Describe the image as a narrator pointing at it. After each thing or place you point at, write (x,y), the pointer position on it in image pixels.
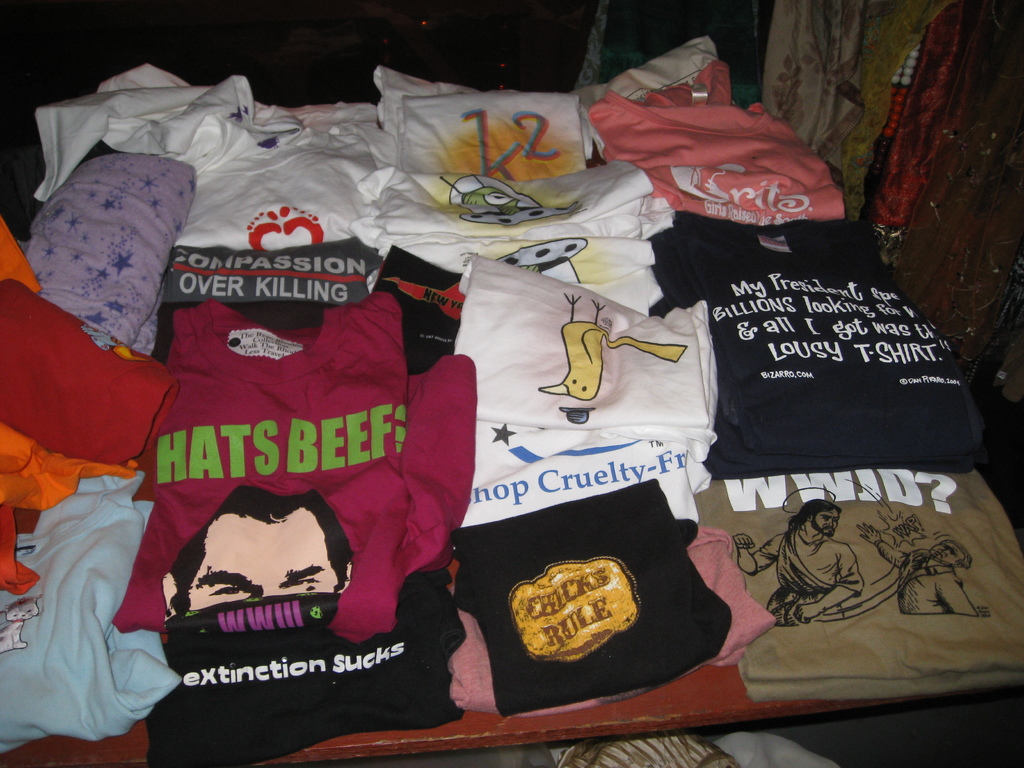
In this picture there are few T-shirts (502,416) which are in different colors are placed on an object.
